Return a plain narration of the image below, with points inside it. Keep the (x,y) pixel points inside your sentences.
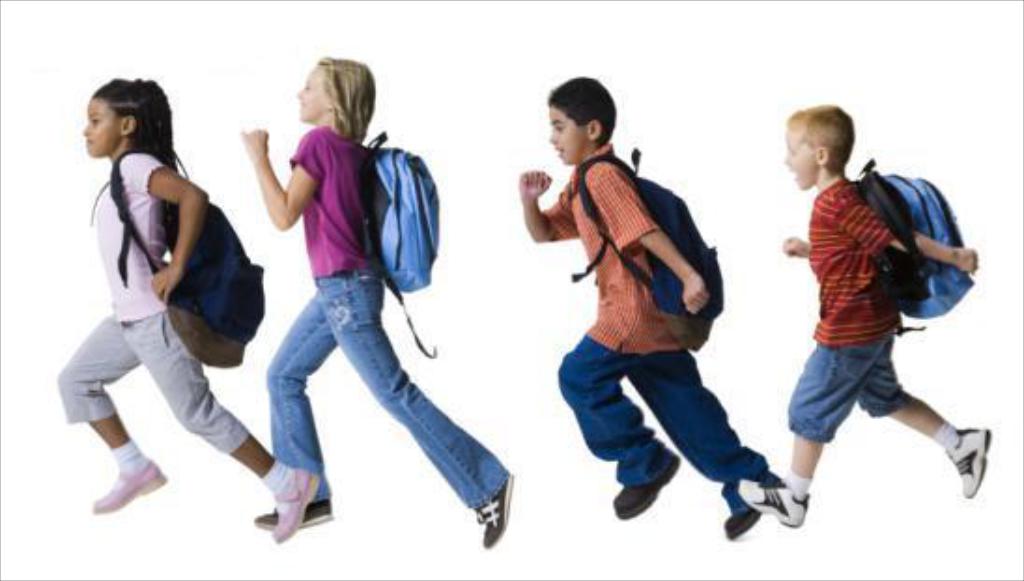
In this image there are kids (192,246) running wearing bags (911,223).
